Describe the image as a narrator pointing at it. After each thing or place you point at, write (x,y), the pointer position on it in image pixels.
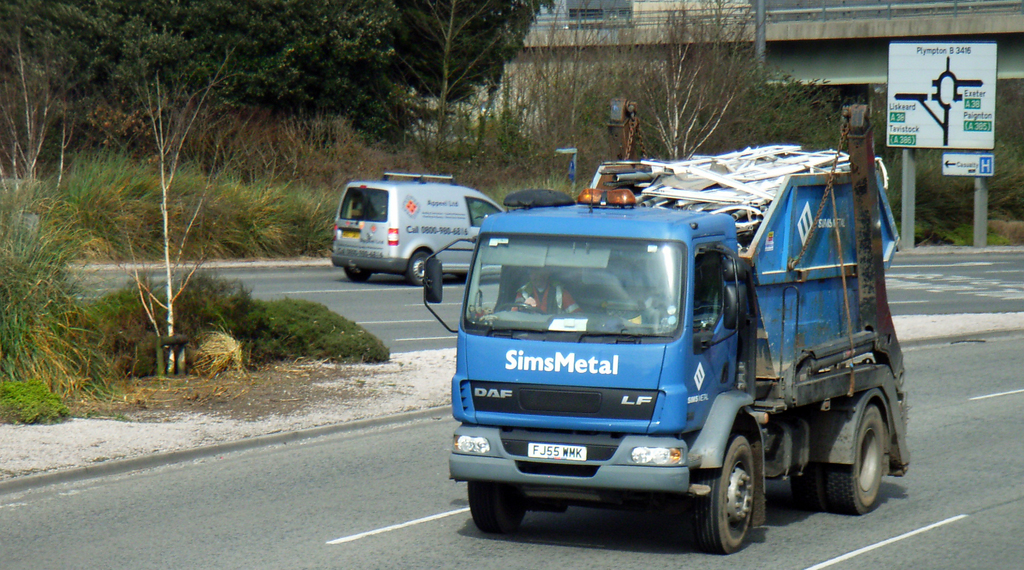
In this image I can see two vehicles (613,323) on the road (361,523). I can also see there are few trees (316,61) and white color board (947,113).
